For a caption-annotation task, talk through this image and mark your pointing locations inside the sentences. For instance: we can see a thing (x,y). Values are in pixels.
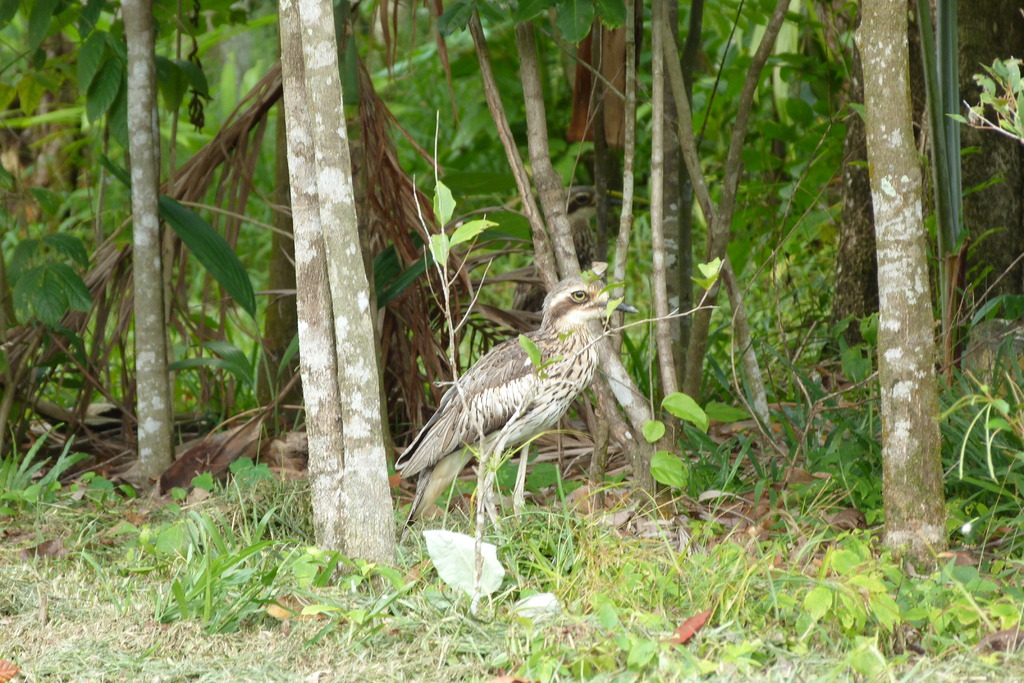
In this image I can see in the middle (568,327) there is a bird (553,409) standing and there are trees (752,134), at the bottom (260,632) there is the grass (307,612).
